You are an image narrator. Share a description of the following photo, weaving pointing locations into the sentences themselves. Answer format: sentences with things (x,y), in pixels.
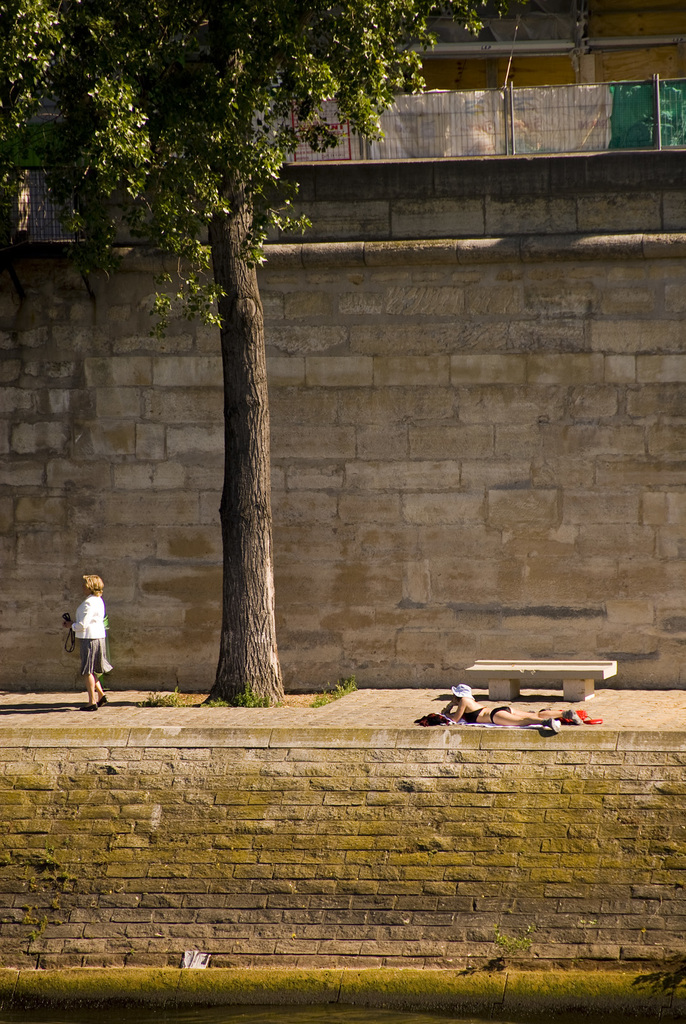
In this picture we can see a woman (88,615) is walking and holding an object (69,619) and another woman (475,714) is lying on the path (488,705). Behind the people (460,688) there is a bench (505,676), tree (230,679) and a wall (540,681). On the wall (311,337) there is an object (457,132).
